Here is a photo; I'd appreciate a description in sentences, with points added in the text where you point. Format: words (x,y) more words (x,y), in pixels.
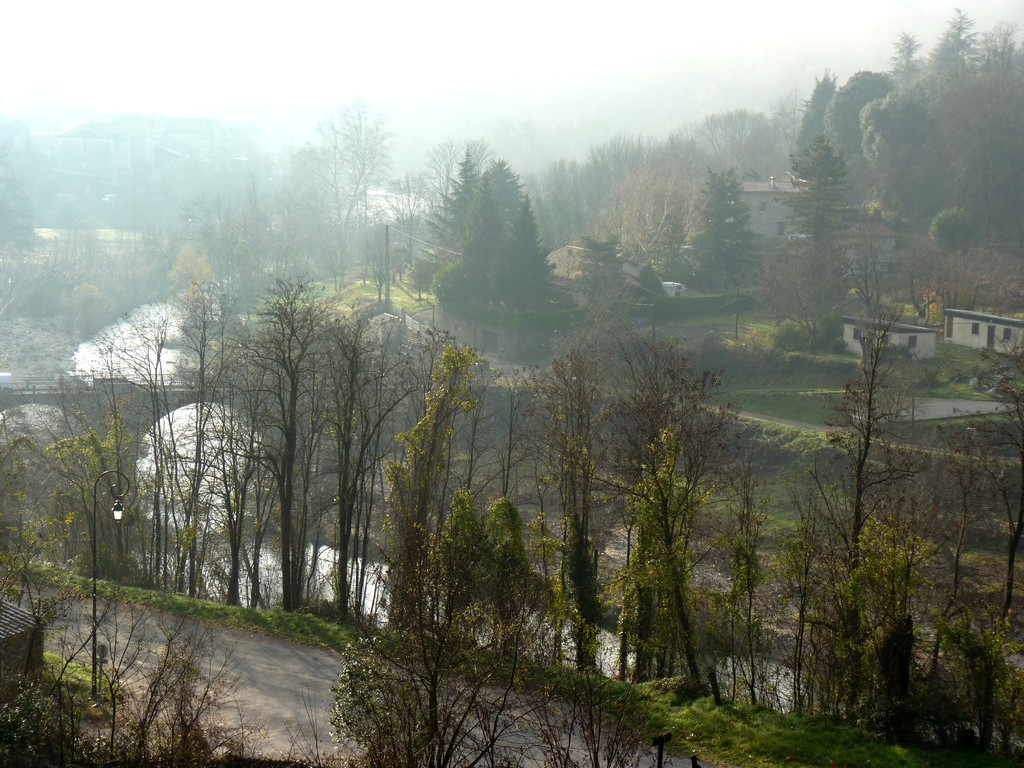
At the bottom of the picture (237,729), we see trees (339,675), road (239,702) and a light pole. In the middle of the picture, we see the arch bridge (151,393) and water (164,419). This water (178,428) might be in the lake (164,419). There are trees (724,248) and buildings (949,327) in the background (780,289). At the top (382,44), we see the sky (403,170).
